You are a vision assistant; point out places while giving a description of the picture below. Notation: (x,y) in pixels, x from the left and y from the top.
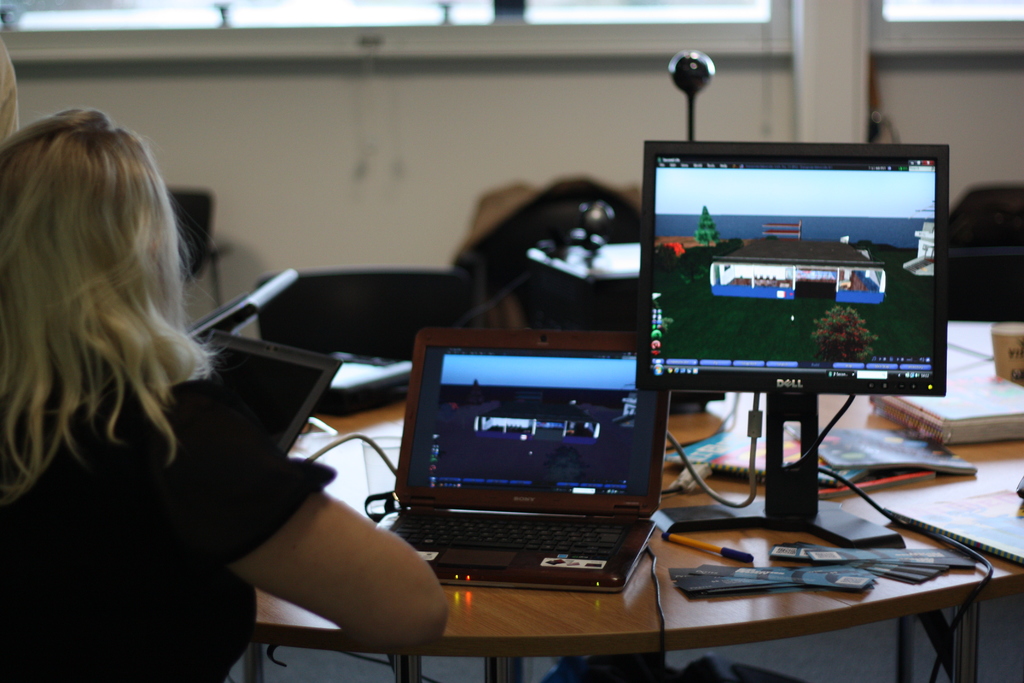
In this image we can see computer (572,555), books (980,417), pens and a few other objects (343,489) on the table (348,428), on the bottom left corner of the image (332,527) a lady (22,657) is sitting, behind the table (368,414) there are chairs (278,306) and a wall (525,148).
